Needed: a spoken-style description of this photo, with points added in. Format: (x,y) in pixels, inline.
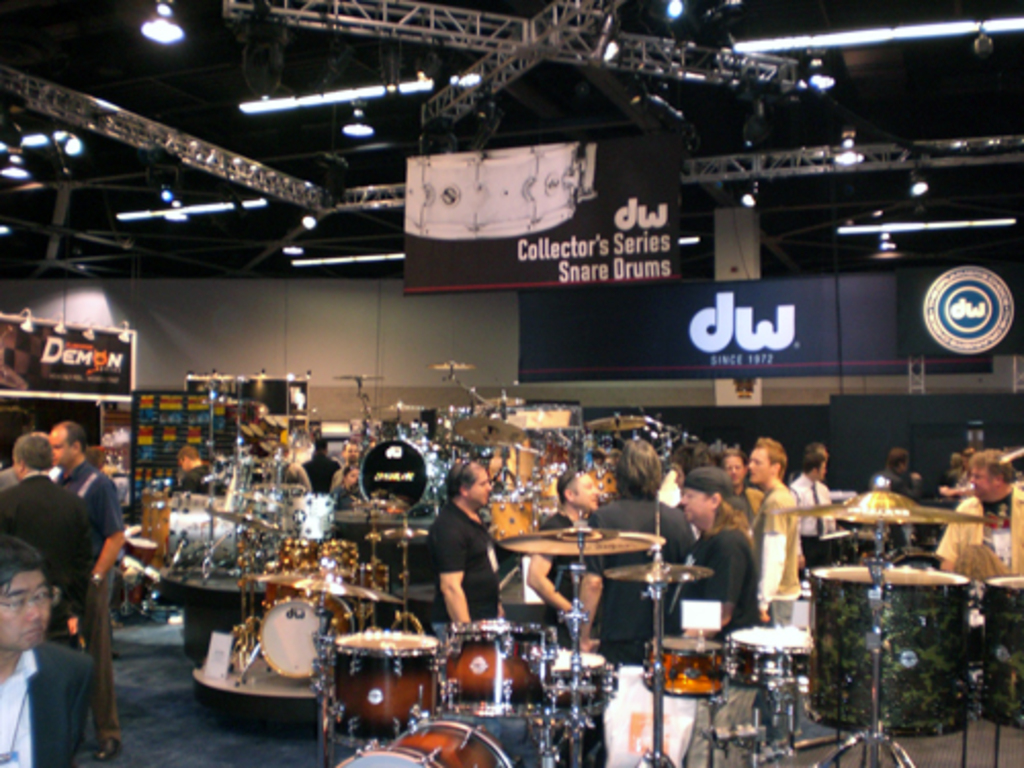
In this picture we can see some persons (602,574) standing on the floor (193,744). These are the musical instruments (955,649). And there is a board (572,226), where we can see some lights (173,203). And this is the roof (156,103) and there is a wall (227,331).
